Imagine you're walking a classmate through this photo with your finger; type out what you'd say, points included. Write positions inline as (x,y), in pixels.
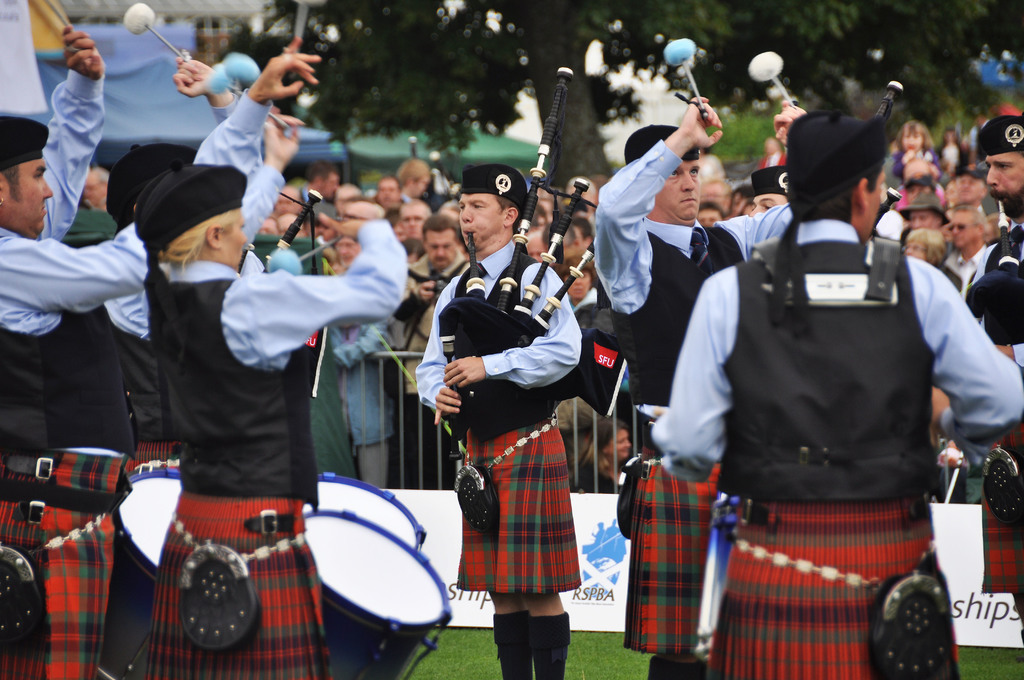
In the foreground of the picture (119,314) there is a band (197,361) playing drums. in the center of the picture (507,274) we can see a person (556,619) playing bagpipes (481,285). In the middle (417,229) there are people (923,218) and fencing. In the background (472,86) we can see trees (469,44) and buildings (123,19).
